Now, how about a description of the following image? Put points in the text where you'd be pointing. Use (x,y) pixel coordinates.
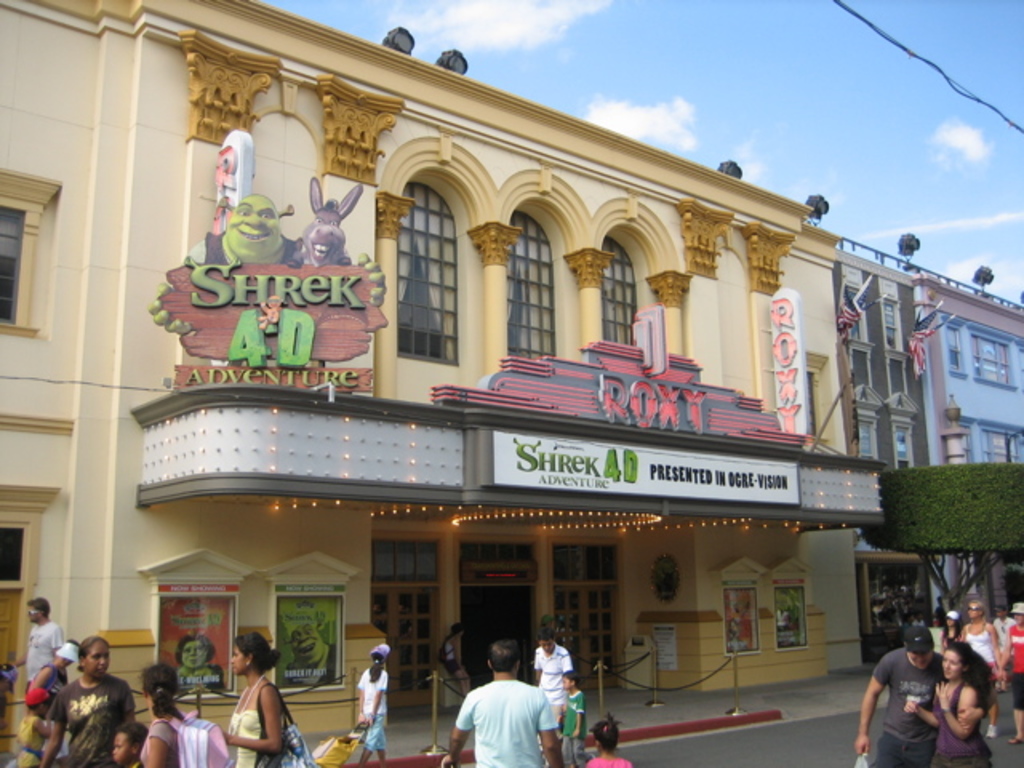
This image is clicked on the road (666,743). There are many people (489,763) walking on the road (652,742). Beside the road (770,752) there are buildings (457,355). There are boards (543,387) with text (316,283) and pictures (336,315) on the buildings (408,75). At the top (662,73) there is the sky (665,94). There are lights (404,45) on the buildings (865,386). To the right (995,527) there is a tree (972,505).
